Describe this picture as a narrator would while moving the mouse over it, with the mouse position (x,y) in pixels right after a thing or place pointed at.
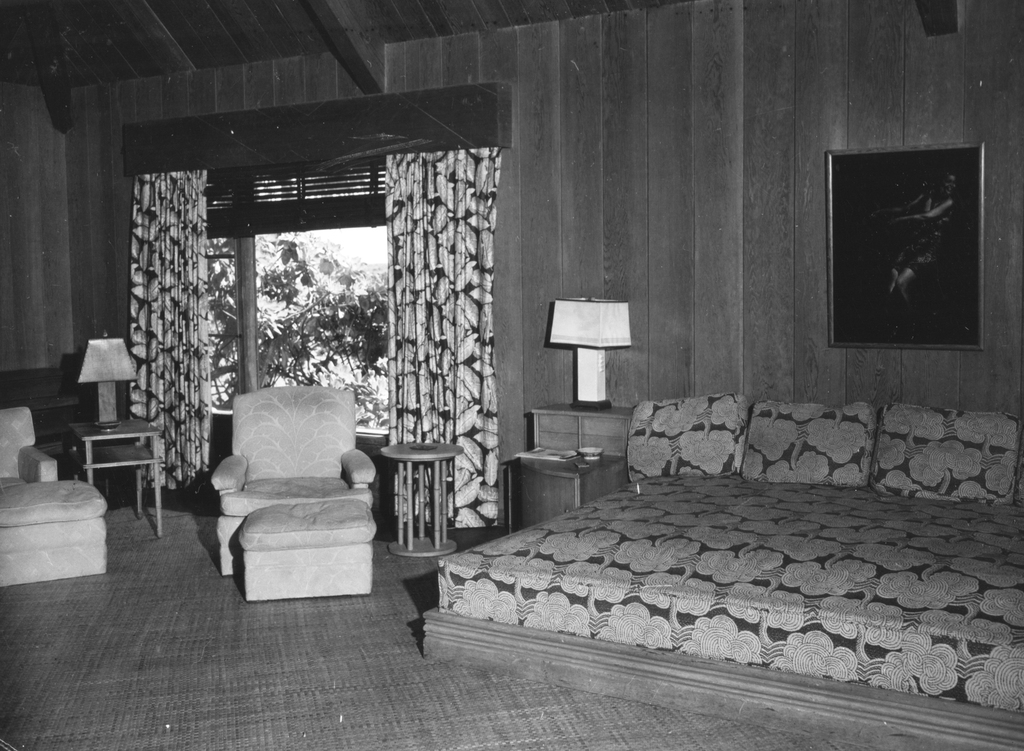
This image is clicked inside the room (574,127). On the right (858,498), we can see a bed (841,505) along with pillows (825,406). In the front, there is a window (273,290) along with curtains (166,331). At the bottom (291,704), there is a floor (304,672). On the left (96,499), there are sofas (17,464) and a table (159,469) on which a lamp (115,374) is kept. At the top (283,33), there is a roof (438,12). The walls (115,182) are made up of wood (991,36) on which a frame (910,315) is fixed.
